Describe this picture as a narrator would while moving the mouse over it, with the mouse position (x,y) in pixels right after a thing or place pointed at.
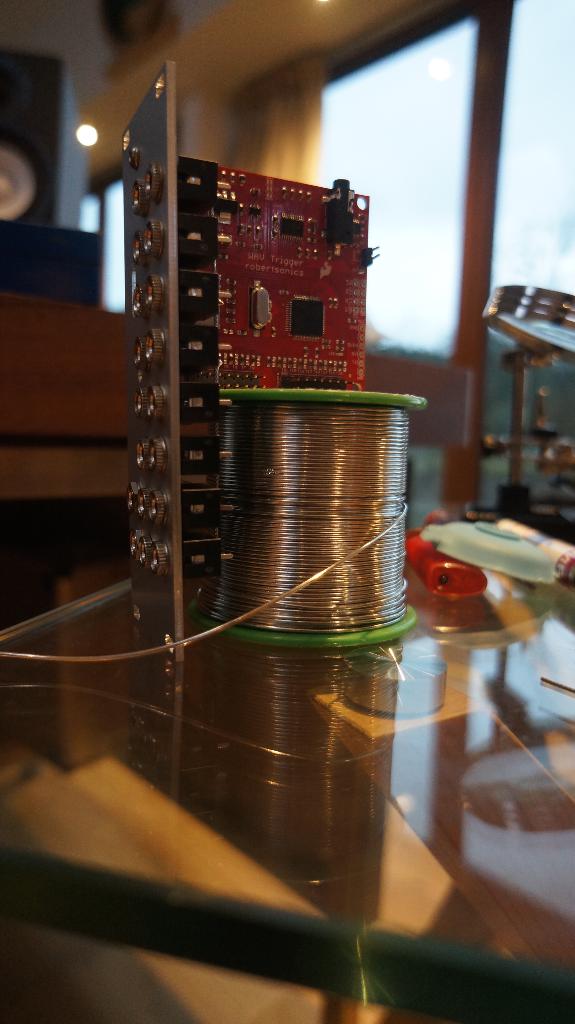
As we can see in the image there is a table (237,646). On table (316,743) there are papers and wires (373,532). In the background (405,362) there is wall (255,86) and window (422,88).
